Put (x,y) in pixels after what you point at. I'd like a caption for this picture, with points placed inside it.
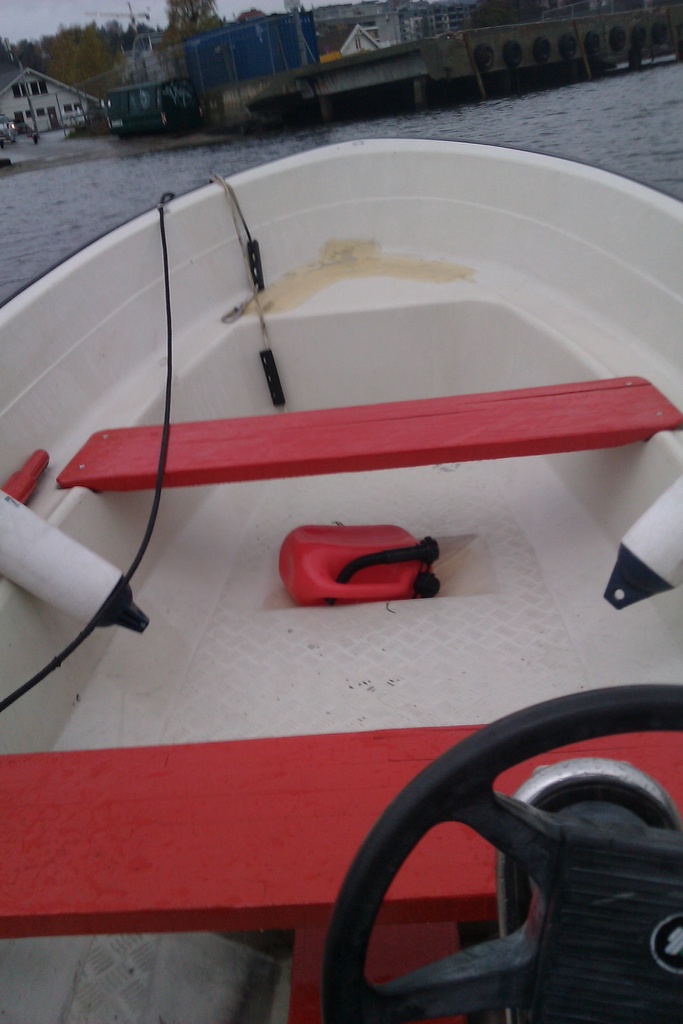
In this image we can see there is a boat (333,302) on water (155,187). And there are buildings (399,28), trees (201,22), poles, tires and the sky (24,7).
